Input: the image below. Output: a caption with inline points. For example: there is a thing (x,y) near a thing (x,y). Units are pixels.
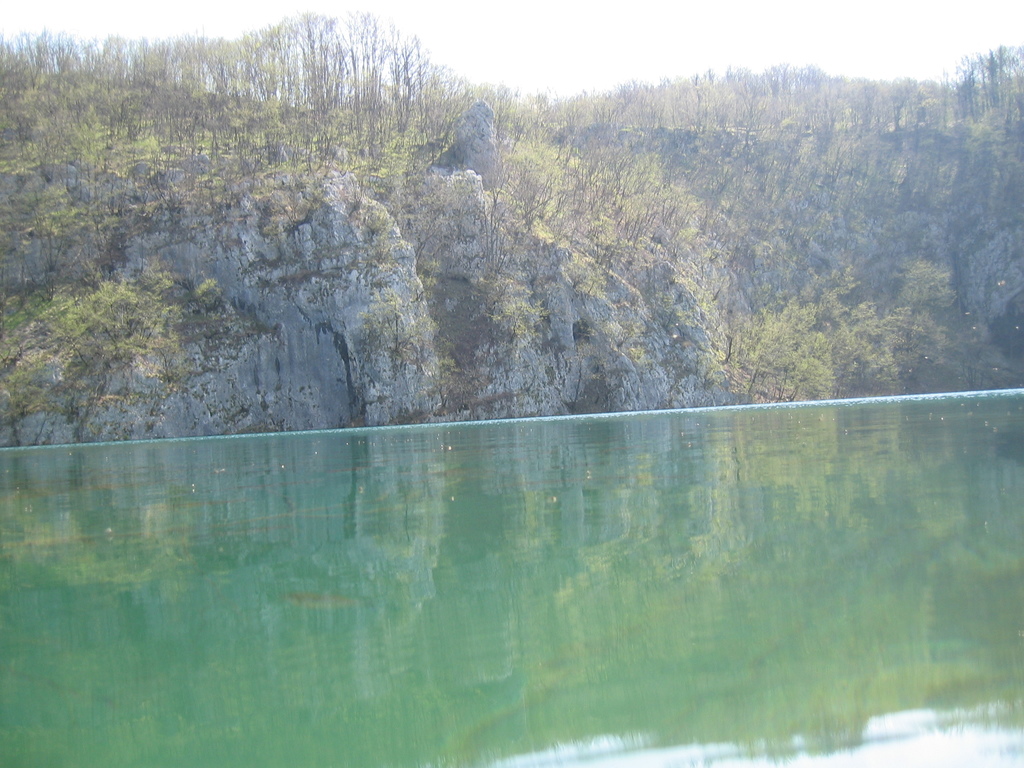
In this picture I can see there is a river (229,557) and in the backdrop (360,287) there is a mountain (477,174) and it is covered with trees (415,159) and the sky (532,22) is clear.
